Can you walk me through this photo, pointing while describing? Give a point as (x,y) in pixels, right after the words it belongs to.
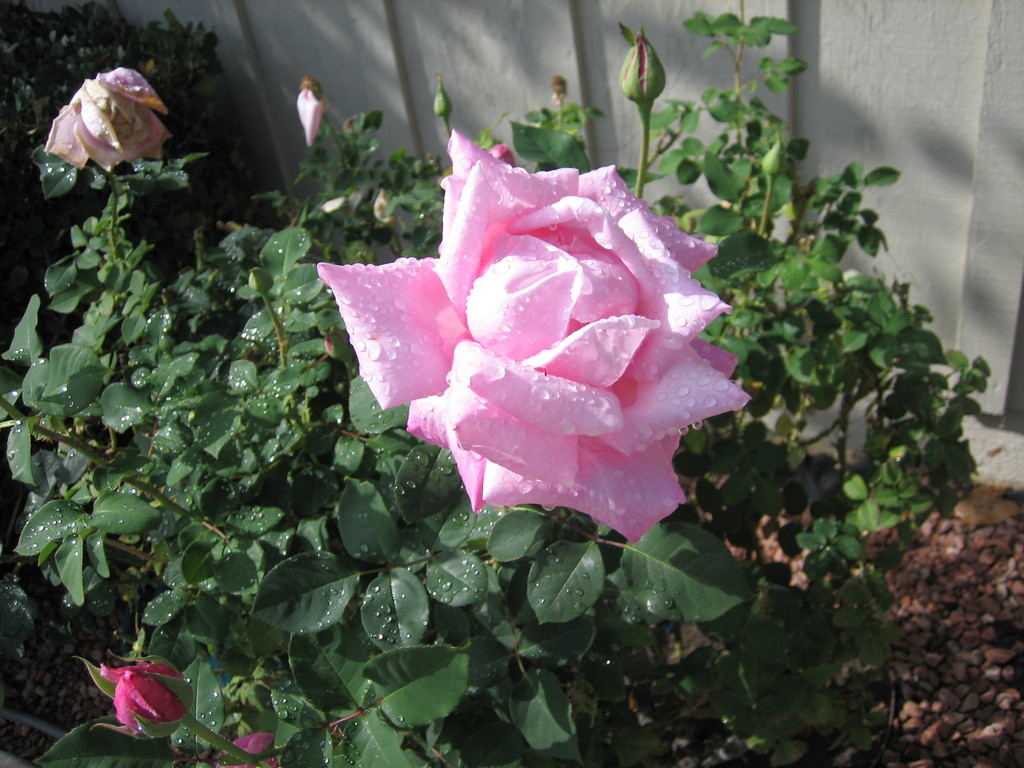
In this image we can see a rose flower (641,494). Also there are buds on a plant (886,630). In the background (610,58) there is a wall (620,53).
